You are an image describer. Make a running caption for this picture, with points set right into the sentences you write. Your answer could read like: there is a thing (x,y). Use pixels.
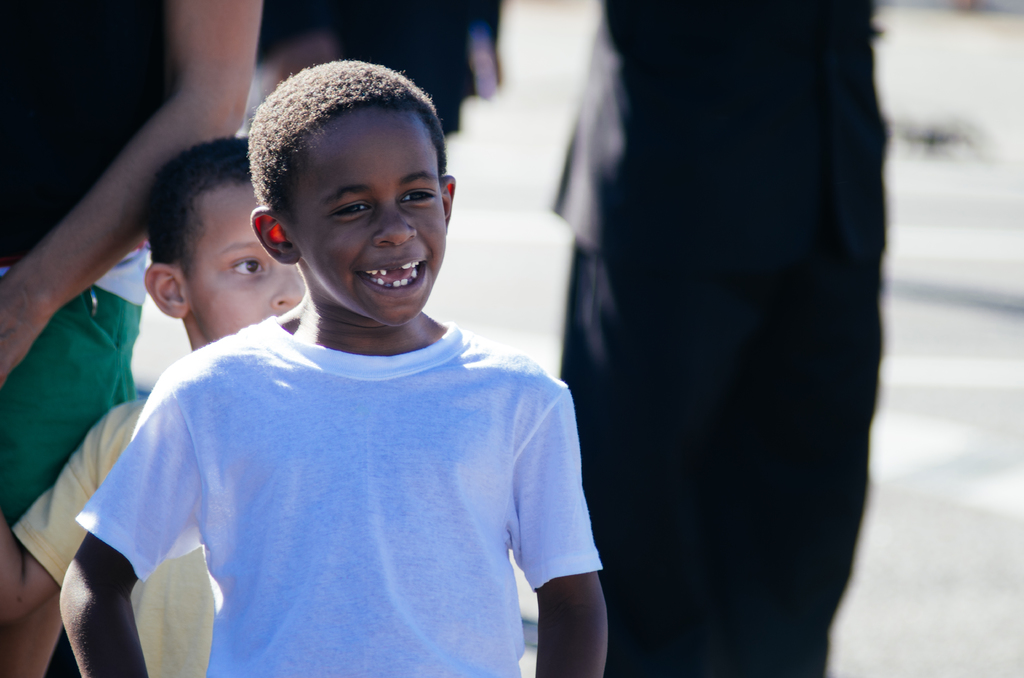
On the left side (322,495) there is a boy (386,467) wearing white color t-shirt (361,458) and smiling. At the back of him there is a person (67,215) and a child (110,466) are standing. The background (530,94) is blurred.
